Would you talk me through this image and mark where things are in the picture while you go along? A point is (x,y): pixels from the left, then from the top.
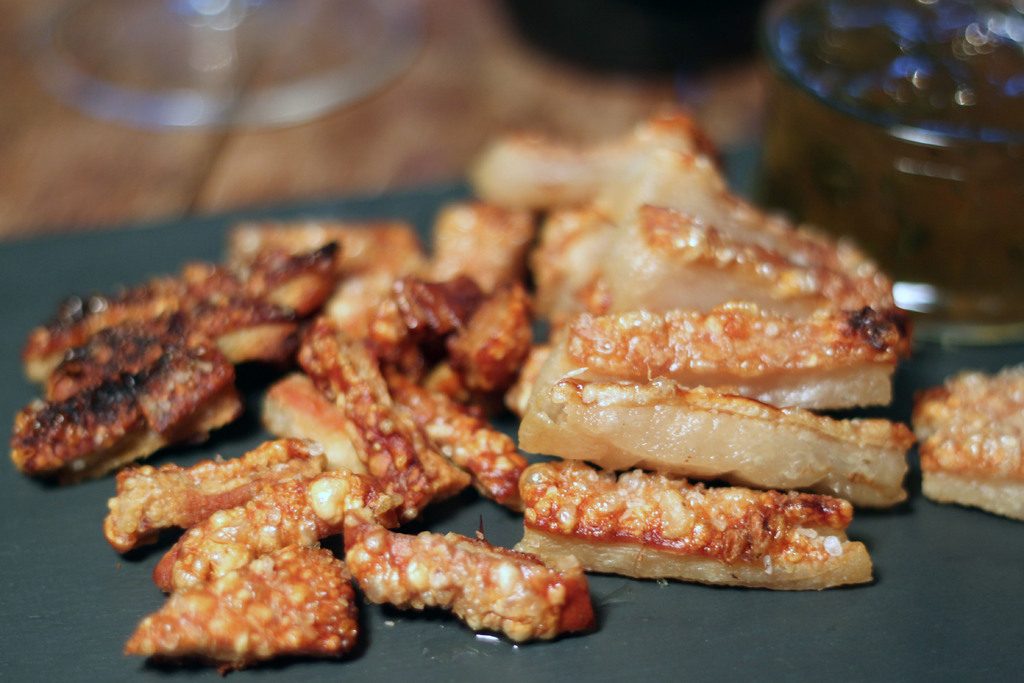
In this image we can see food (758,450) placed on the surface (444,512). At the top of the image (842,29) we can see some glasses (280,31).
